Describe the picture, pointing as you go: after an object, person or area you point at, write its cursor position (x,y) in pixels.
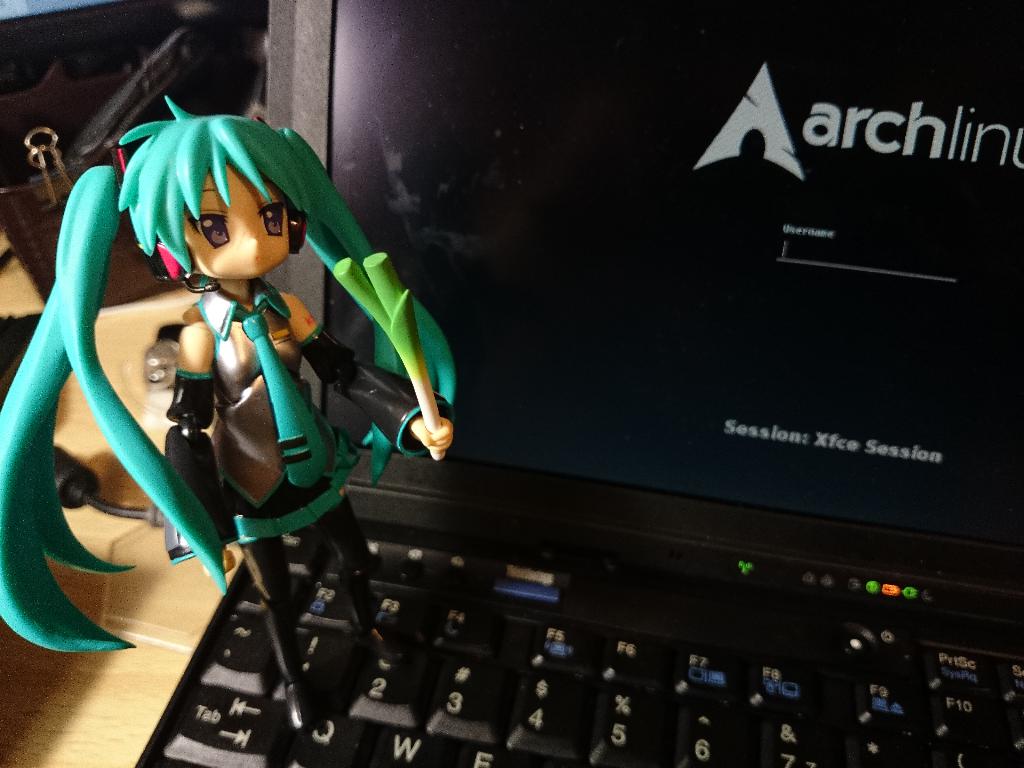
In the center of the image (546,430), we can see a toy (252,438) on the laptop (463,672) and in the background (74,158), there are some other objects (17,233) on the table (66,711).
